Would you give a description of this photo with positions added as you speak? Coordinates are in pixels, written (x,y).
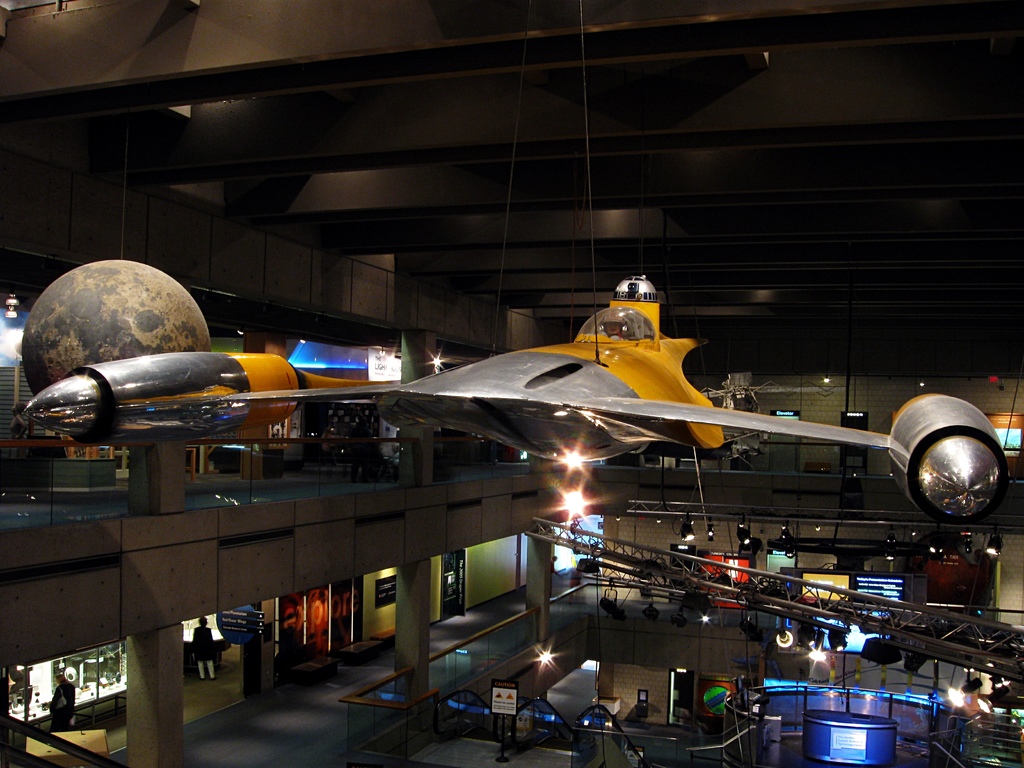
In this image there is a spaceship (576,416) hanging to the ceiling (548,184). At the bottom (814,723) there are chairs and stands (505,683). In the middle (587,499) there are lights (572,500). On the left side (181,648) there are pillars (534,564). It looks like a hall (657,596) in which there are few people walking near the display cases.
